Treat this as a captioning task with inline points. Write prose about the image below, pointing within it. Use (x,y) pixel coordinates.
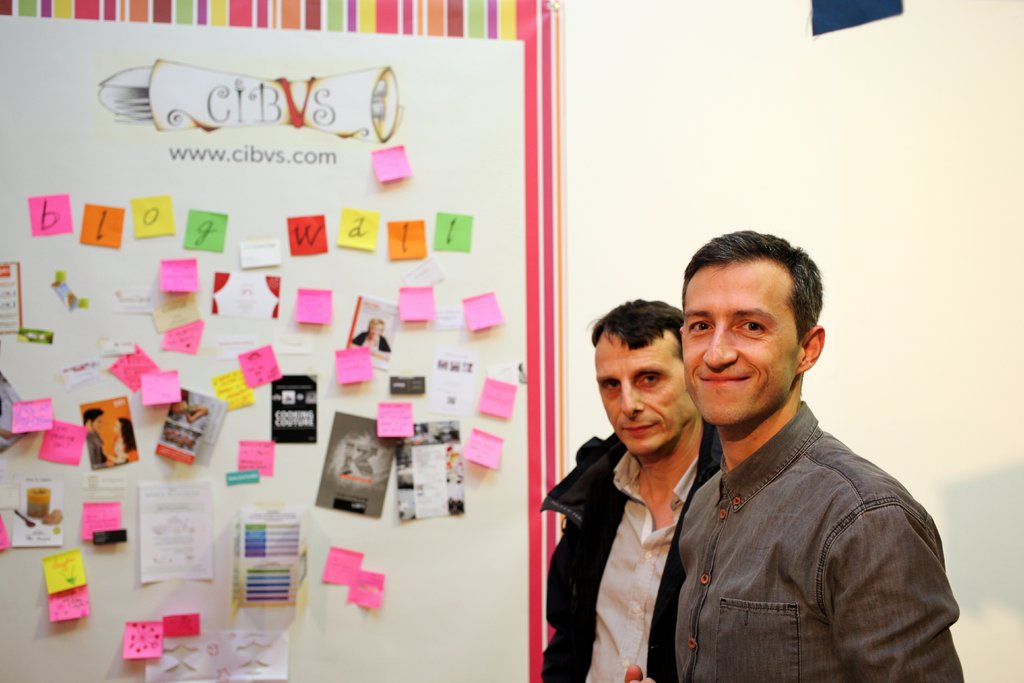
In this image we can see there are two people (763,243) posing for a picture, behind them there is a poster (466,360) which consists of sticky notes (265,471), images (108,425) and some text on it.
